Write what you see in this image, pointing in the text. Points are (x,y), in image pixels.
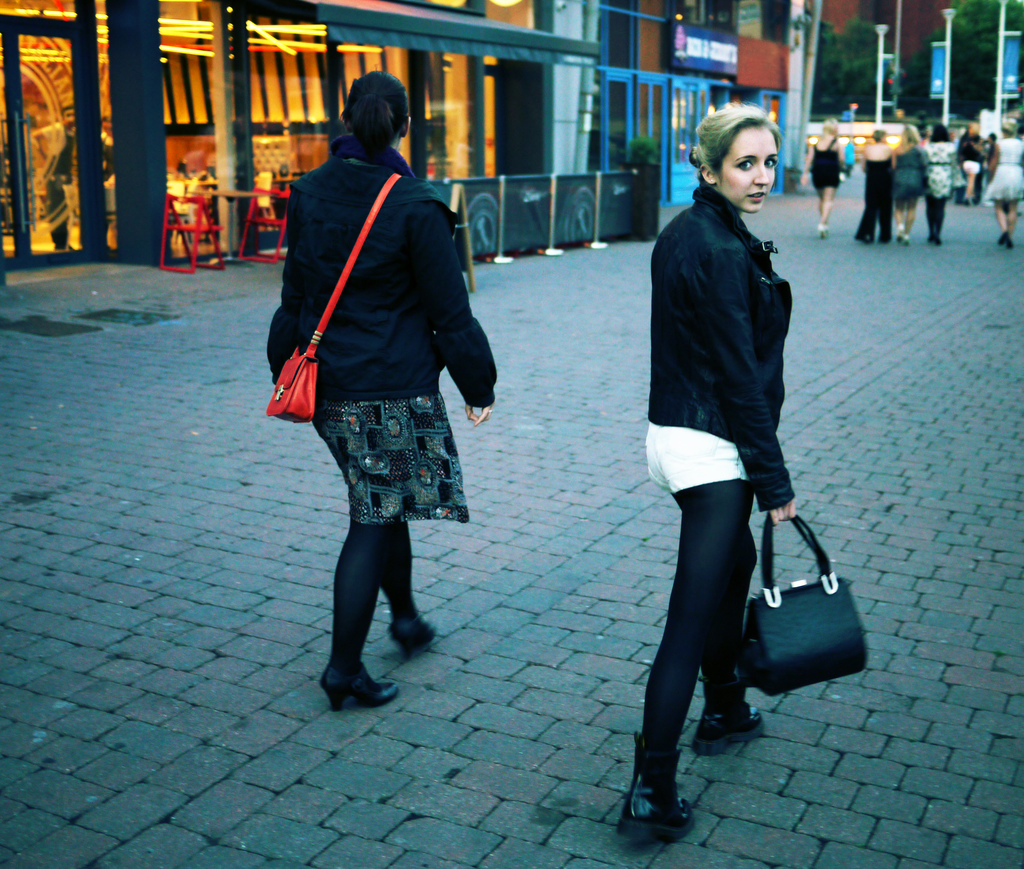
In this image i can see 2 women (702,182) walking, The woman (386,342) on the left side (338,350) is wearing a red bag (319,328) and black jacket (383,320) and the woman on the right side (700,241) is wearing the black jacket (718,340) and holding a black bag (806,606). In the background (828,232) i can see people (913,143) walking, few trees (861,50), few poles (881,77) and few buildings (598,22).
